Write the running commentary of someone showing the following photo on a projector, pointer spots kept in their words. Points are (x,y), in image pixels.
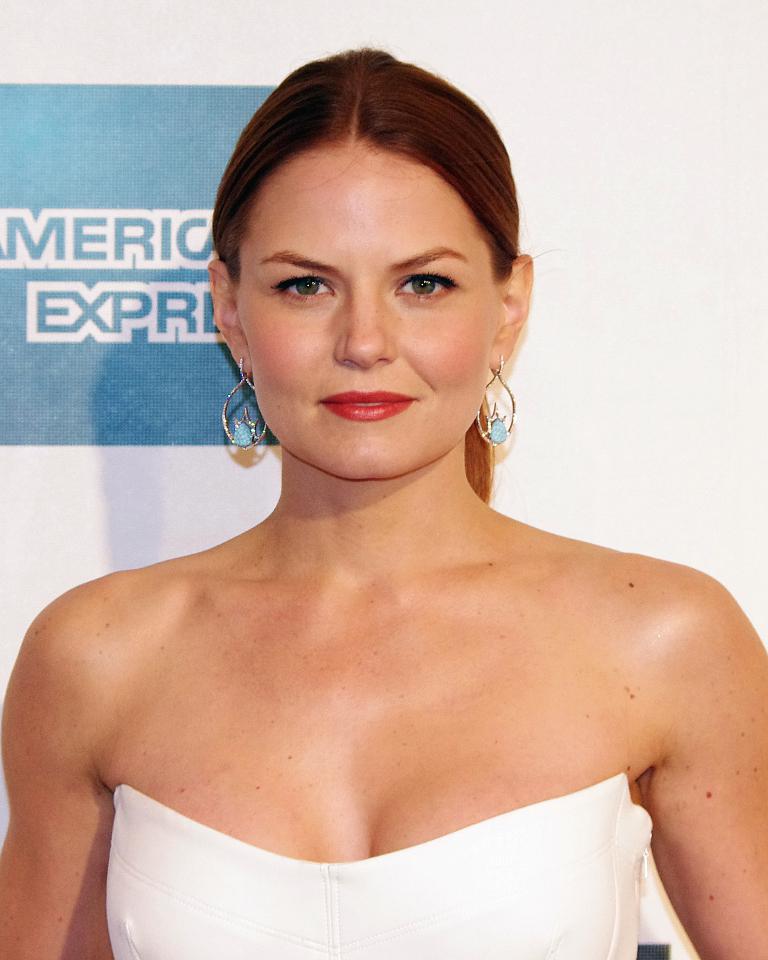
In the image there is a woman (302,610) in white dress (272,952) standing in front of white wall (485,78) with a logo (49,130) on the left side (123,316).
